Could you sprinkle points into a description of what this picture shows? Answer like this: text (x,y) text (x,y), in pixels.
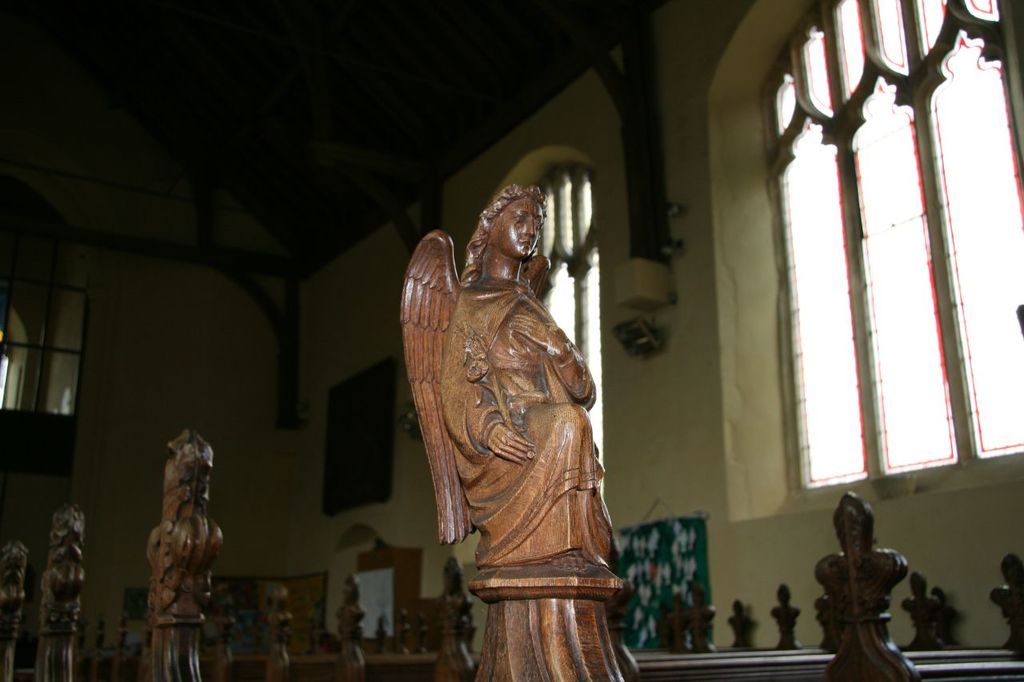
In this image we can see statues (422,294), walls (243,338), windows (827,232) and roof (95,119).
